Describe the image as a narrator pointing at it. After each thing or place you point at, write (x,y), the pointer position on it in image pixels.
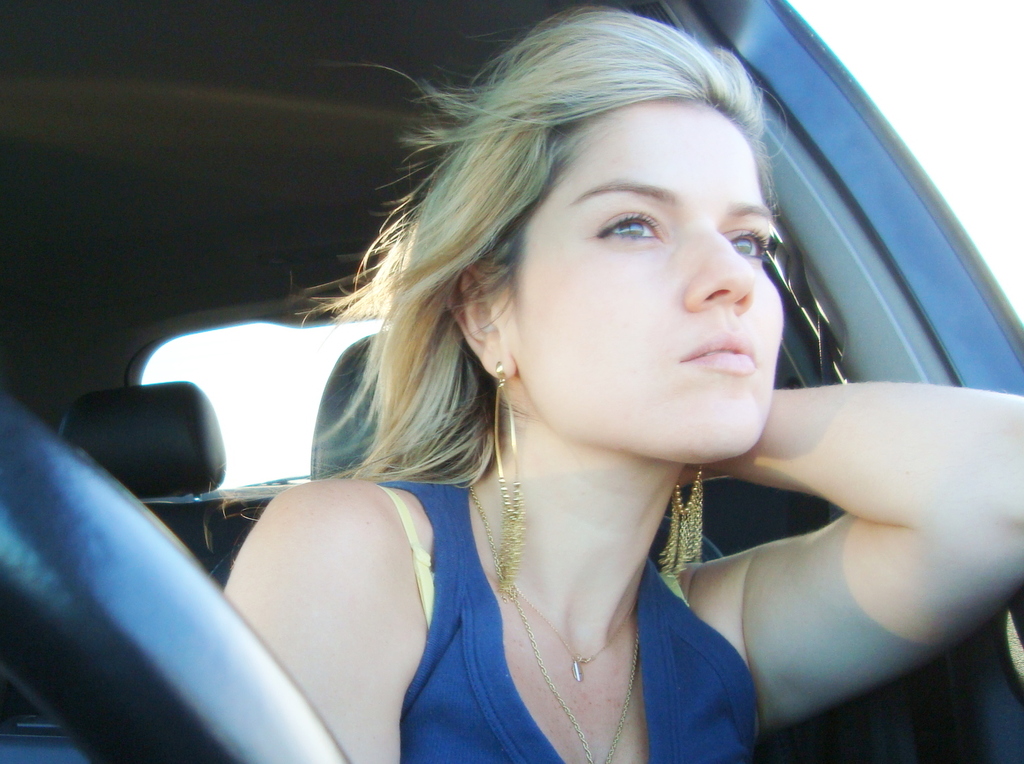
In this image I can see a woman (775,591) is sitting in a vehicle (938,259). I can also see she is wearing earrings (516,574) and a blue dress (454,617).
